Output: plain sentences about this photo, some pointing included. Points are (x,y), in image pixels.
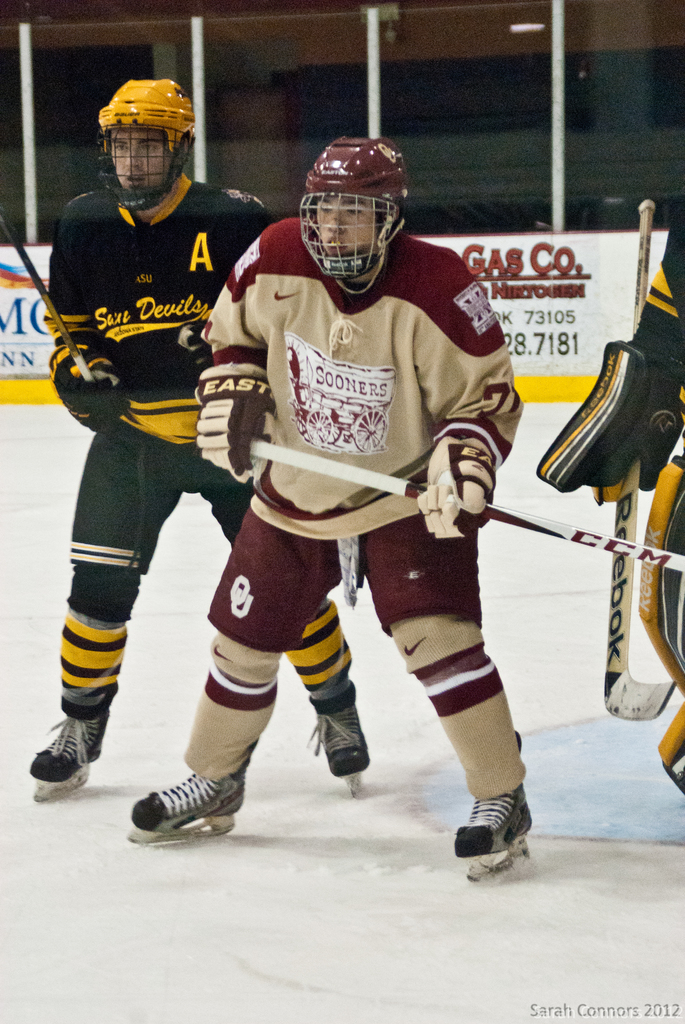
In this image we can see the persons (320,442) holding the sticks (494,510) and playing the ice hockey. In the background (546,306) we can see the text (552,246) on the wall (555,285). We can also see the poles (557,15) and also the light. At the bottom (651,1006) there is text (597,1006) and also the year (660,1009).
